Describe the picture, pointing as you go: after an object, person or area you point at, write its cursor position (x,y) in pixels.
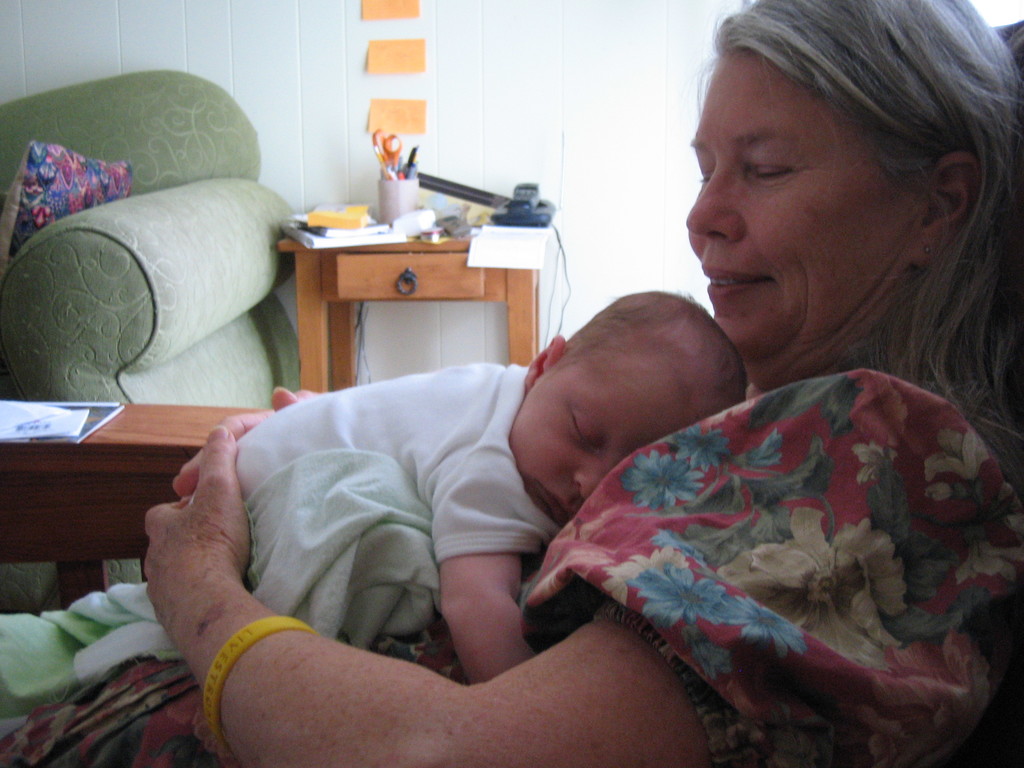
In this image I see a woman (729,760) who is sitting and there is a baby (575,362) on her. In the background (536,24) I see the wall (566,192), a table (531,328) on which there are few things (325,221) and a couch (180,260).
